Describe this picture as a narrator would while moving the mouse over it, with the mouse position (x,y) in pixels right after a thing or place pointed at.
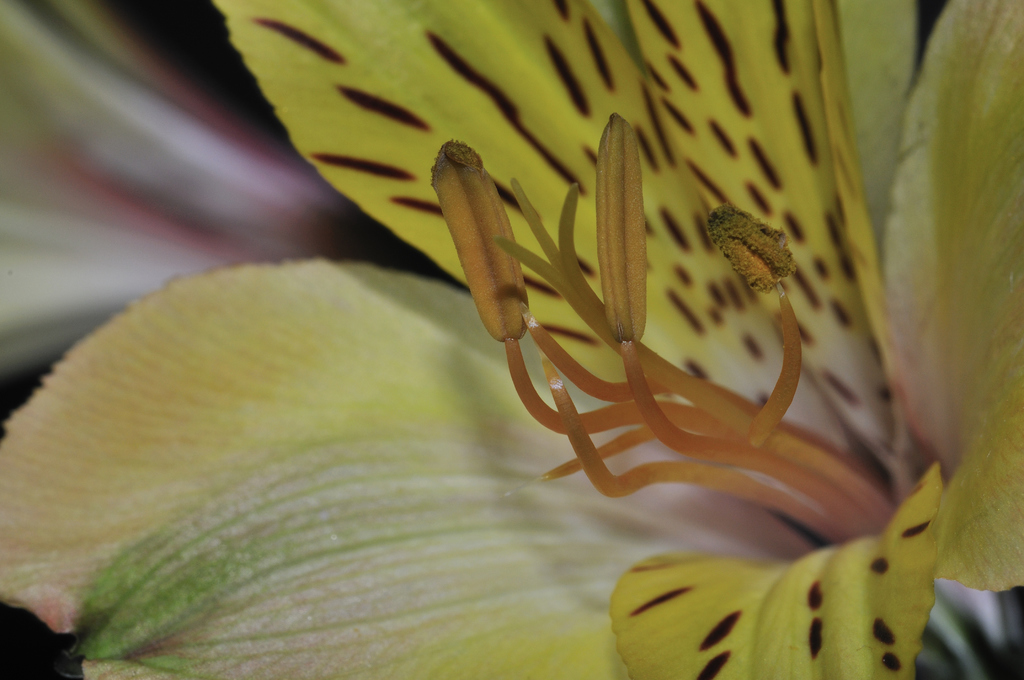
In this picture there is a flower (668,292) and the flower (425,133) is in yellow, orange and in maroon color. At the back (154,150) image is blurry.
